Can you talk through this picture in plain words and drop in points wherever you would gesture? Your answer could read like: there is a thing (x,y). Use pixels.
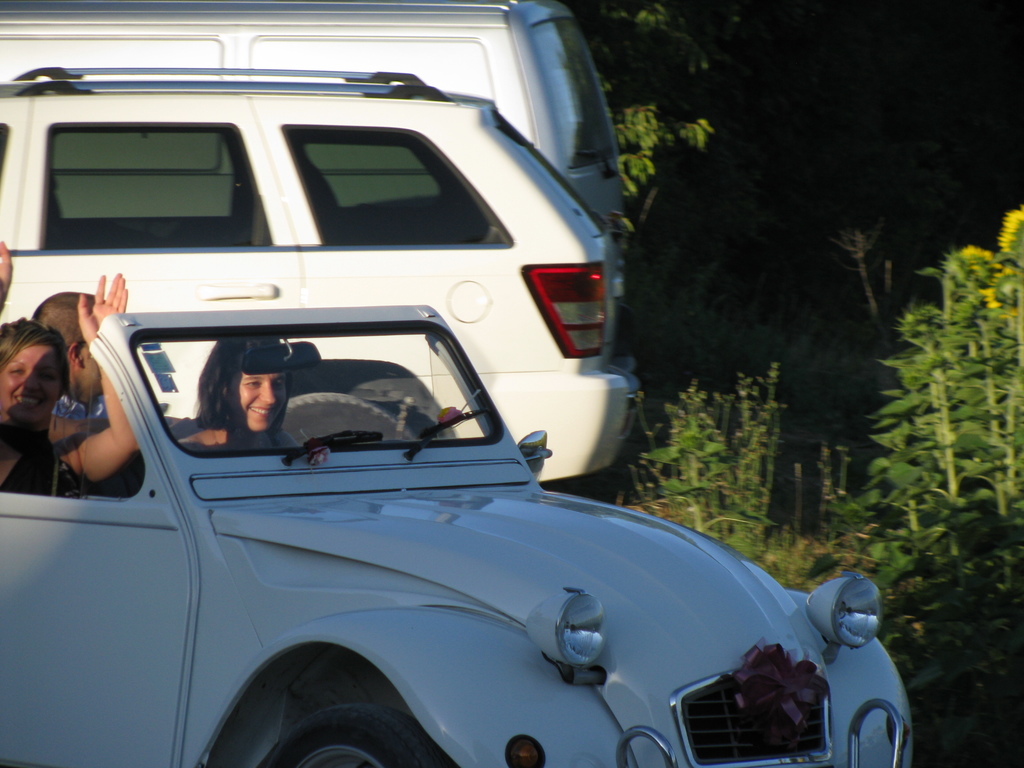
In this image in front (37,341) there are people (62,326) sitting inside the car (491,658) and they were smiling. Behind them there are two other cars (418,140). On the right side of the image (819,380) there are trees (842,243).
